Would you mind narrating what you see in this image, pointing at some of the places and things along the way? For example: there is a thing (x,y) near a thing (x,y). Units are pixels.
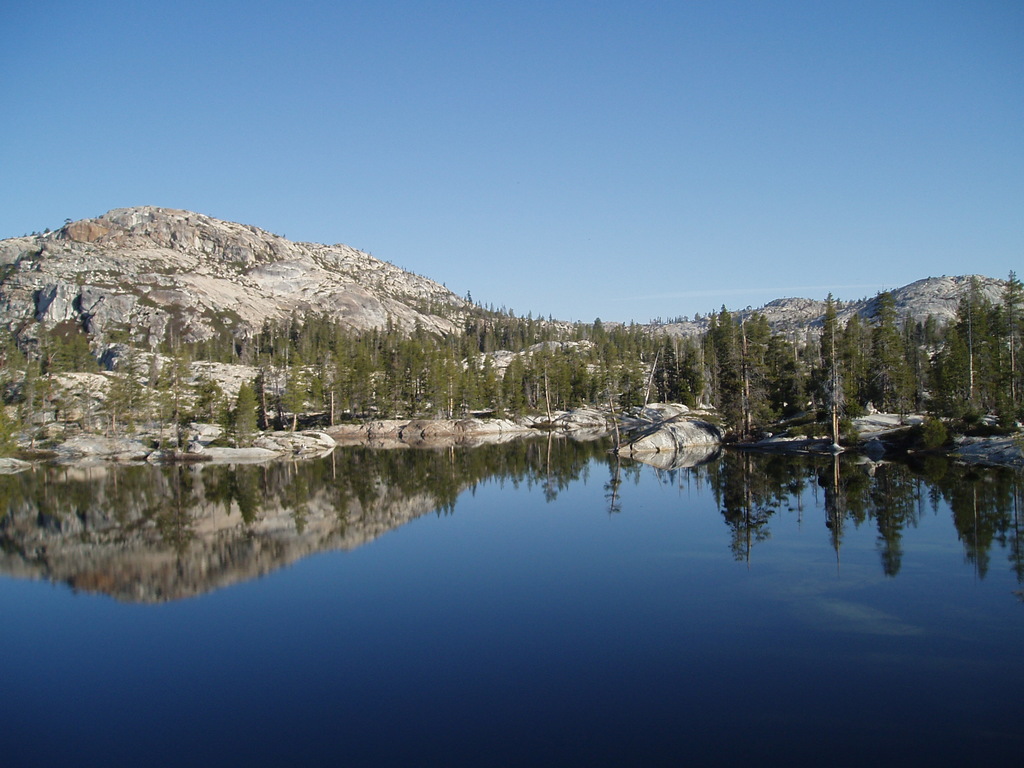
In front of the image there is water (600,558). In the background of the image (520,409) there are trees (385,411), rocks (240,375), mountains (380,332). At the top of the image (704,128) there is sky (623,135).
